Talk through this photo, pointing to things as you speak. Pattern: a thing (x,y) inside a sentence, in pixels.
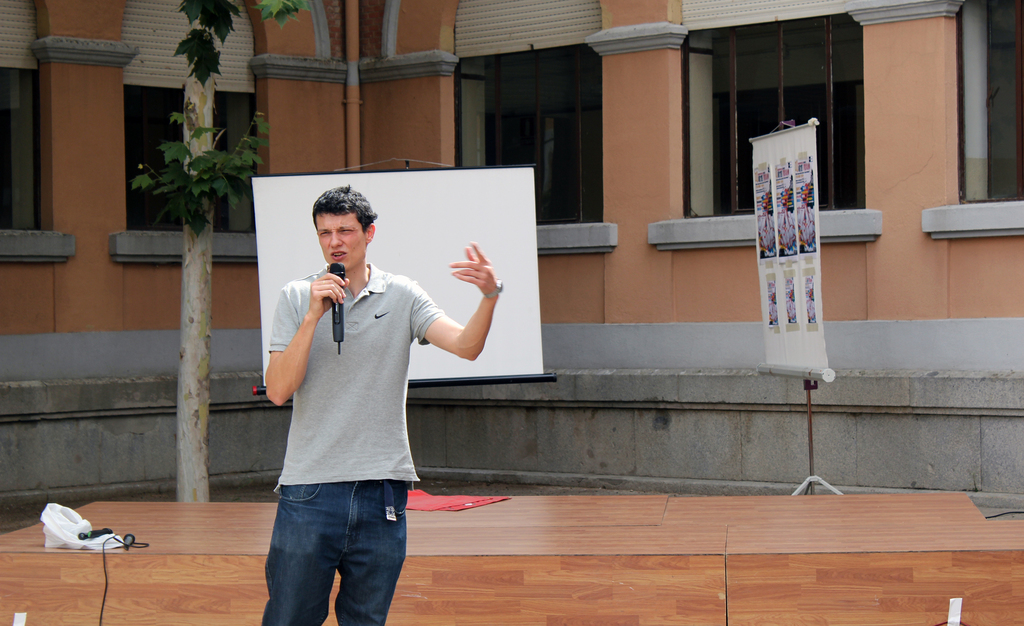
In this image a man (380,402) wearing grey t-shirt (345,397) is talking something. He is holding a mic (338,318). In the background (110,531) on the stage (227,521) there is a mic (90,532), packet (100,542). There is a whiteboard (455,181) in the background (443,211). Here is a poster (790,194). There is a building (232,54) and tree (186,113) in the background (164,160).
